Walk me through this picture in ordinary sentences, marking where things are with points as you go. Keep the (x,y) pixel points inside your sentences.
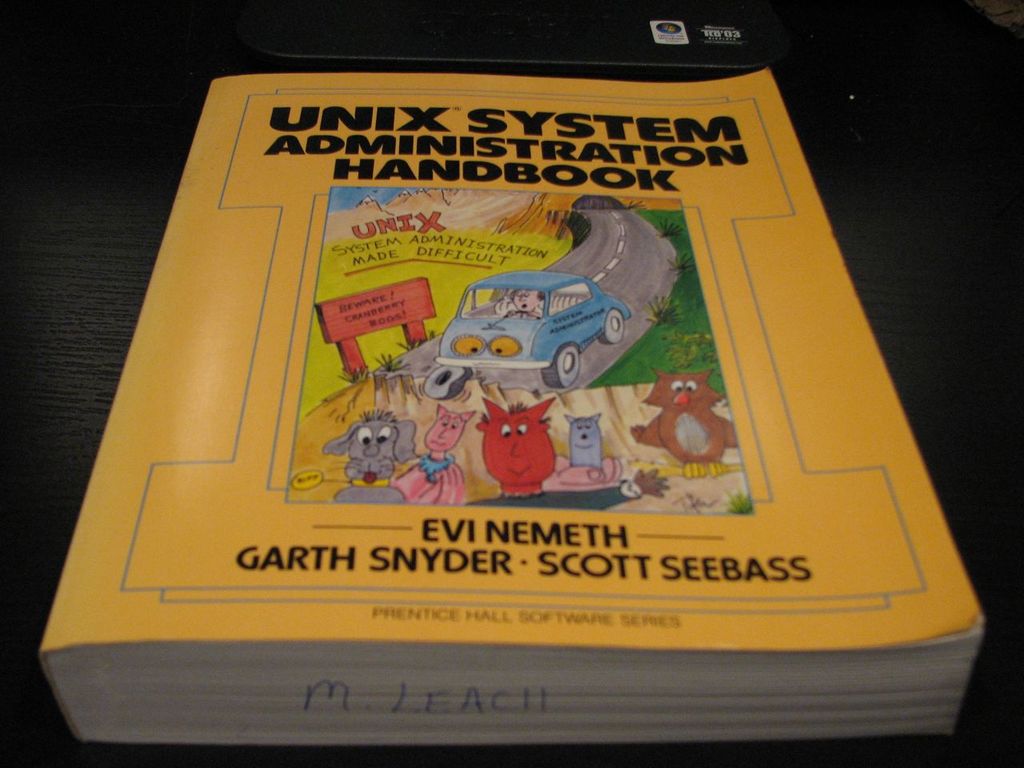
In this image we can see a book (536,272) placed on the surface (83,765) and we can also see some text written on it.
